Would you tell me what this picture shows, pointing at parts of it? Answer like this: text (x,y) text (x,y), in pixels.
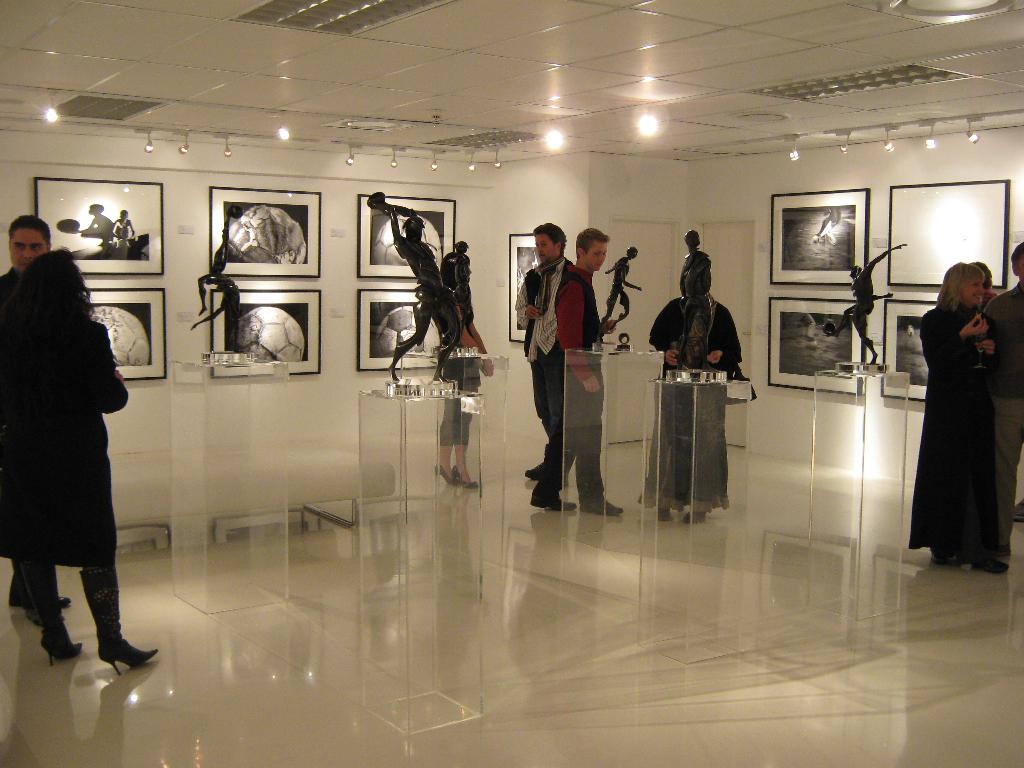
In this image I can see few people (65,465) standing. There are statues (696,255) on glass tables (399,523), there are photo frames (310,217) attached to the walls (766,193) and there are doors (705,239). Also there is a ceiling (467,103) with lights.
